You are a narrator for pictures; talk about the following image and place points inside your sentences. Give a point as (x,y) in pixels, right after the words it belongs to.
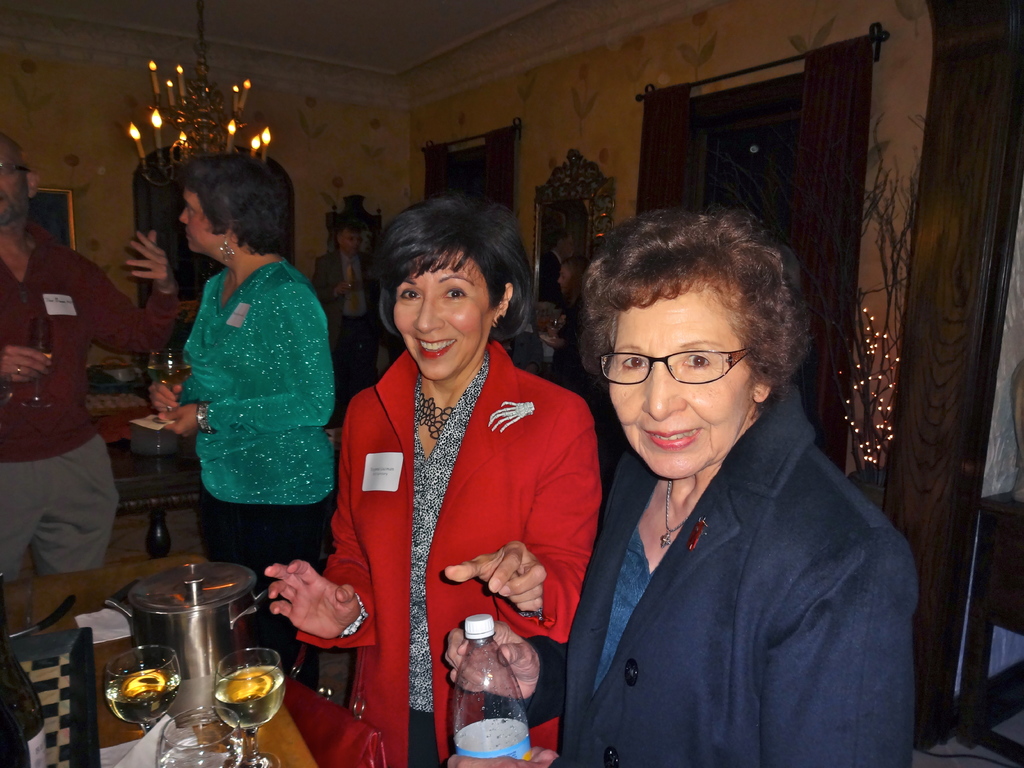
These two women (571,449) are standing and laughing here a woman (256,371) is holding a wine glass (182,366) and looking to the side behind there is a woman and a curtain (842,118).
